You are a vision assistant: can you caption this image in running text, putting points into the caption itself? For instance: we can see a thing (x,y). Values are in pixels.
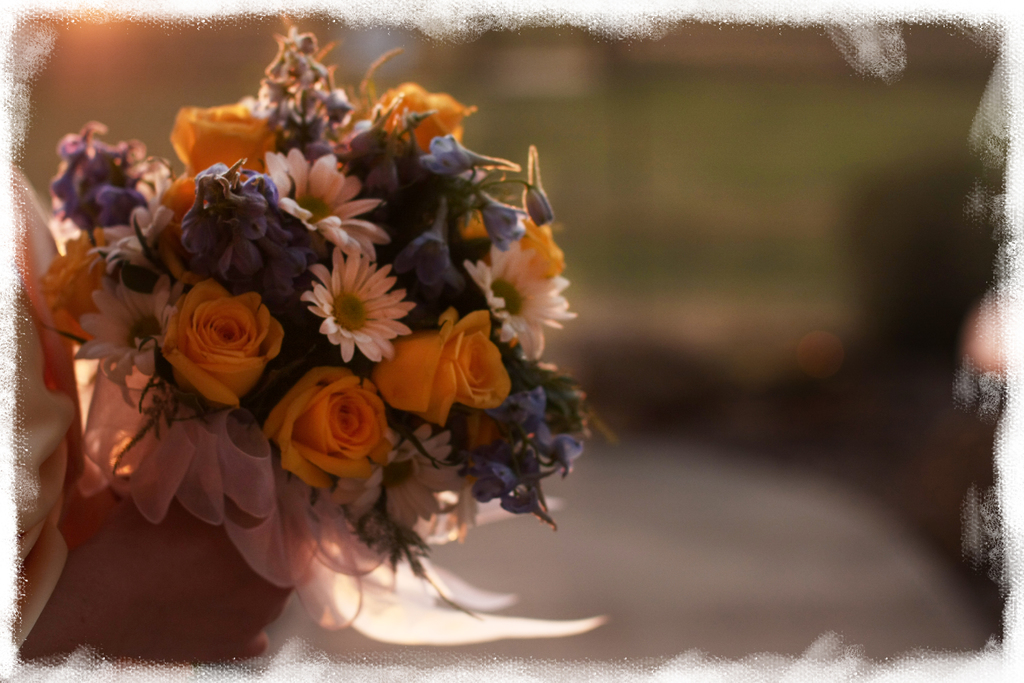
In this image in the foreground (108,358) there is one person (63,406) who is holding some flowers (381,381), and in the background (726,174) there are some objects (740,154).
